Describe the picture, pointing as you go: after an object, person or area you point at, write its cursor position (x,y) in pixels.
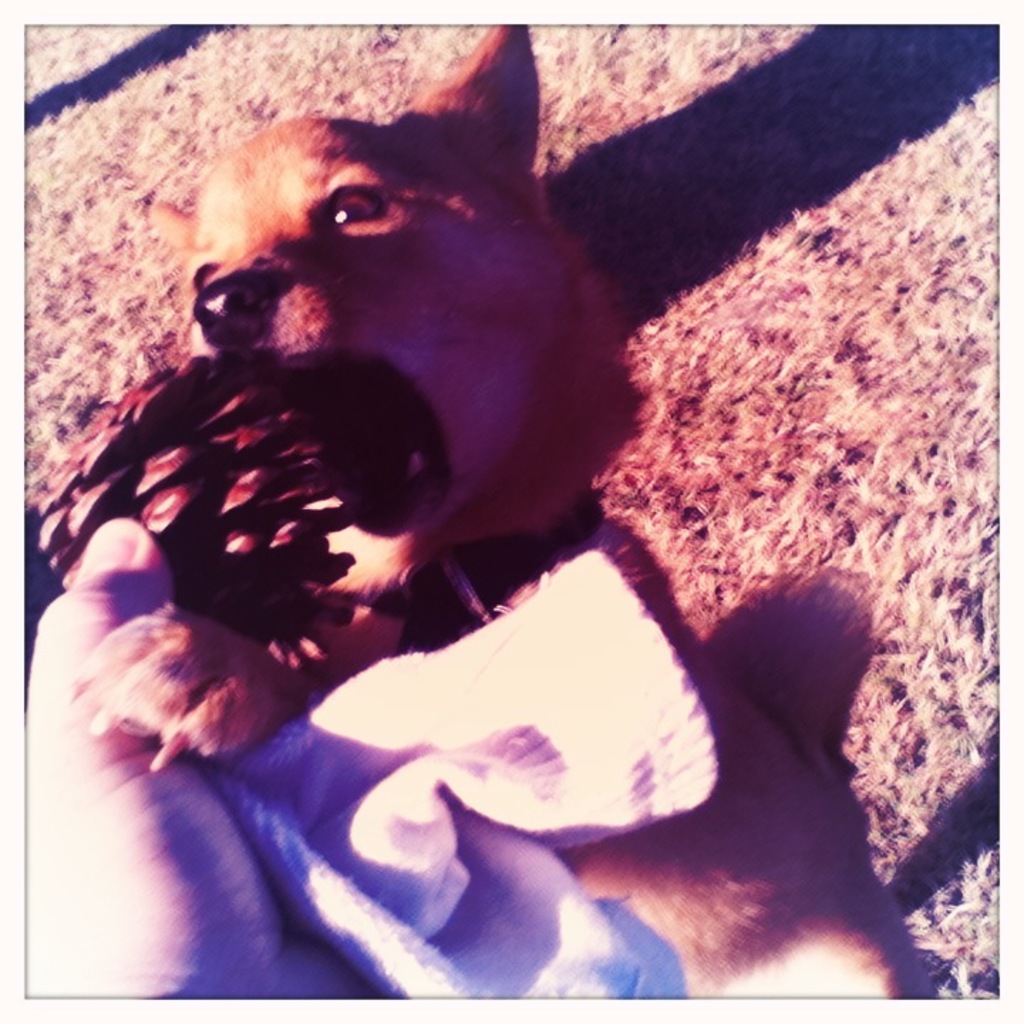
In this image I can see a hand (39,952) of a person (201,872) is holding a pinecone (221,548). I can also see a brown colour dog (469,510) over here.
